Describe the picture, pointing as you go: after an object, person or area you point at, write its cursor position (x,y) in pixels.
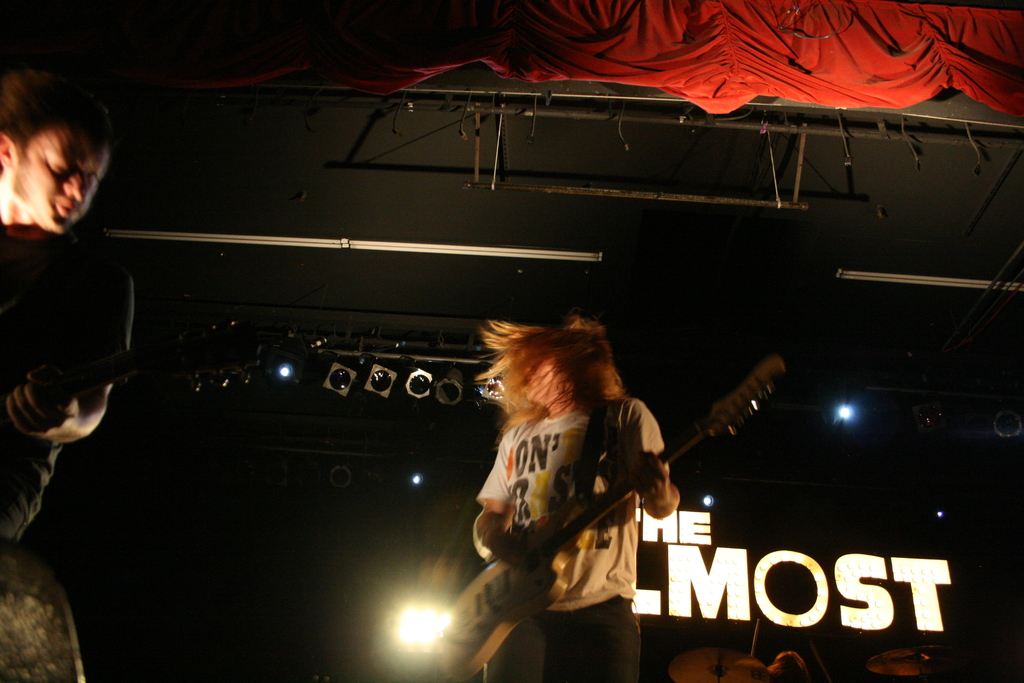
There are two members (559,489) standing in the picture, playing a guitar (524,563) in their hands (518,548). In the background (411,636) we can observe some lights (413,617). There is a red curtain (555,45) here, above the two members (70,191).
